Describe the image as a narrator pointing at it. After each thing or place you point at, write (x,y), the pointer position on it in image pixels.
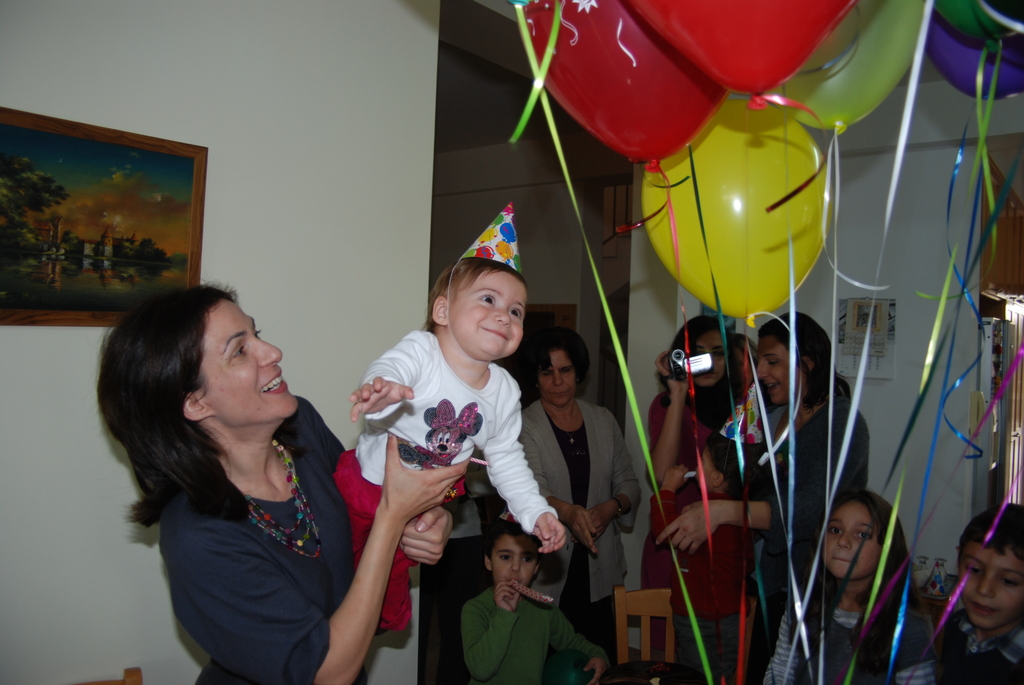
In this image I can see group of people (214,455) standing, the person (297,543) in front (270,526) wearing blue color shirt (264,538) and holding a baby (356,475), and the baby (357,475) is wearing red and white color dress (383,452) and I can see multi color balloons (590,127). Background (258,184) I can see a frame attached to the wall (338,143) and the wall (207,109) is in white color.
